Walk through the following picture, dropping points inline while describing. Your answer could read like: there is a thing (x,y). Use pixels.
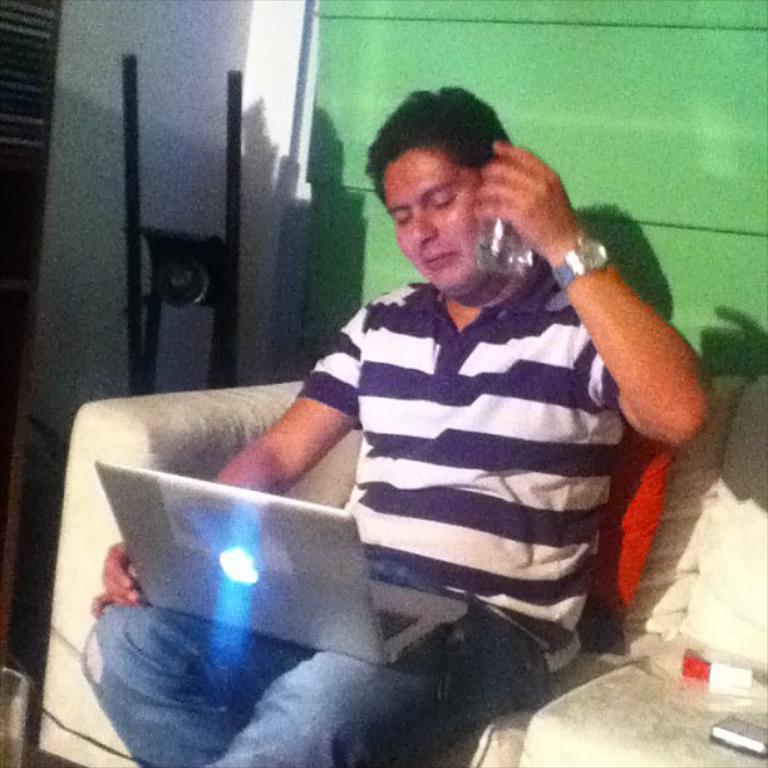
In this image there is a man (511,577) sitting on a sofa (526,765) on his lap (337,686) there is a laptop (219,576), in the background (261,78) there is a wall (449,45).
